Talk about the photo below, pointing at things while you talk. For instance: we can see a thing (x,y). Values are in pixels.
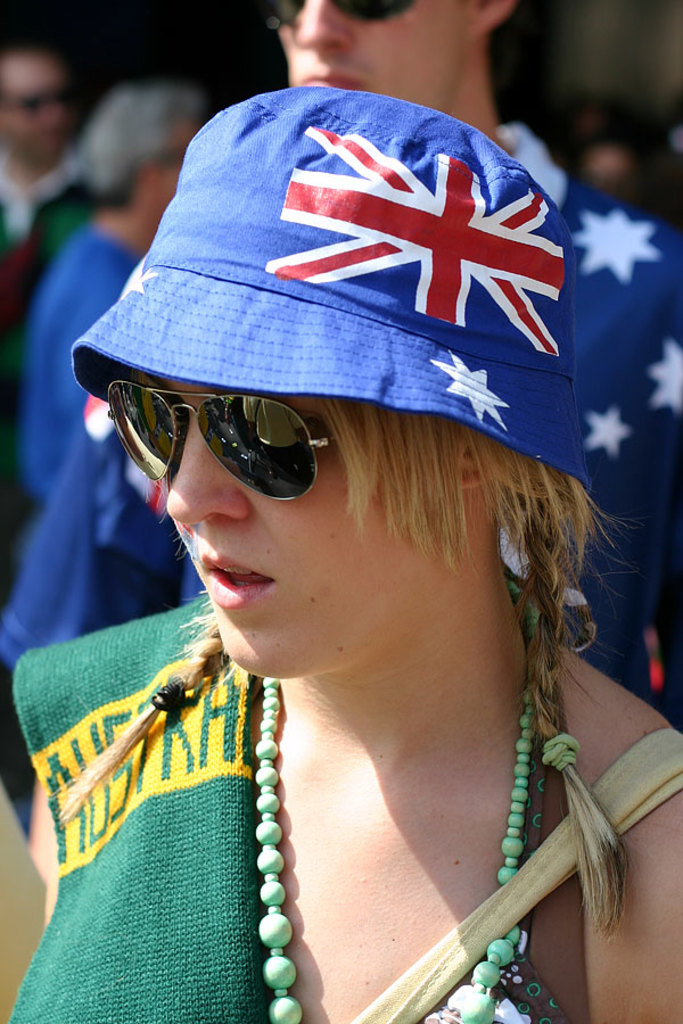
This is the woman (399,823) standing. She wore a cap (287,315), goggles (263,451), dress (223,841) and necklace (273,832). In the background (406,56), I can see few people (290,67) standing.
